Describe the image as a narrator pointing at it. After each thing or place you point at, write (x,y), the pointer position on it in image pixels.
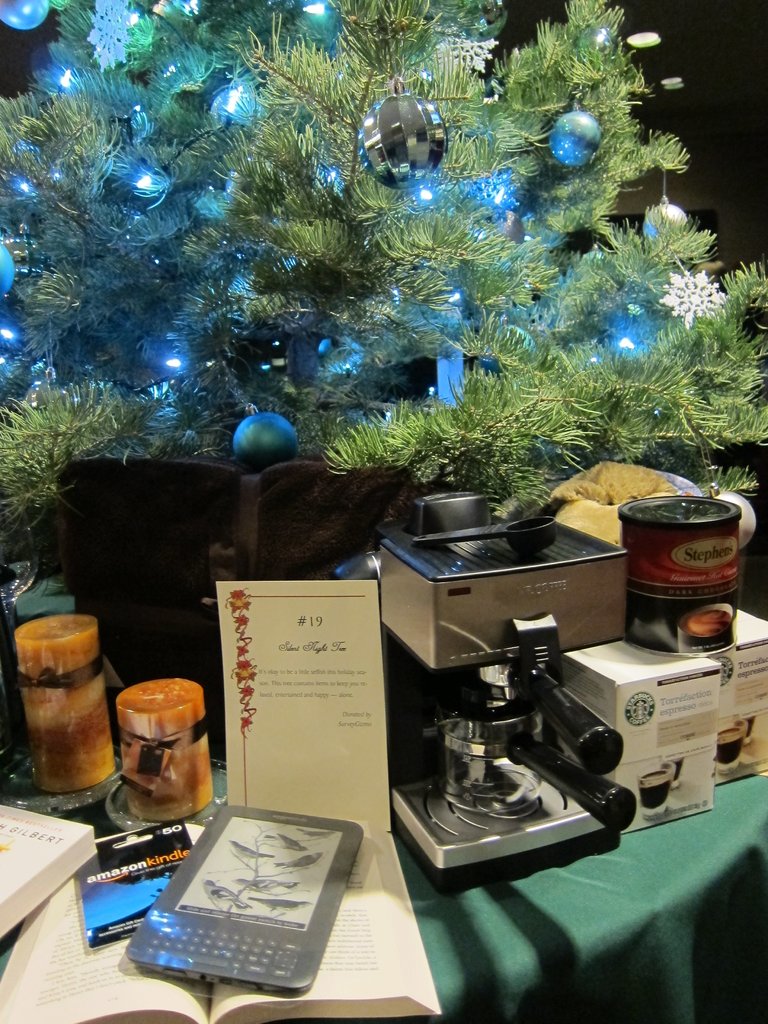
In this image there is a kindle (303,921), a book (344,921), two candles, a coffee machine (409,773) on a table (619,884), behind the table (535,892) there is a Christmas tree (358,310).
